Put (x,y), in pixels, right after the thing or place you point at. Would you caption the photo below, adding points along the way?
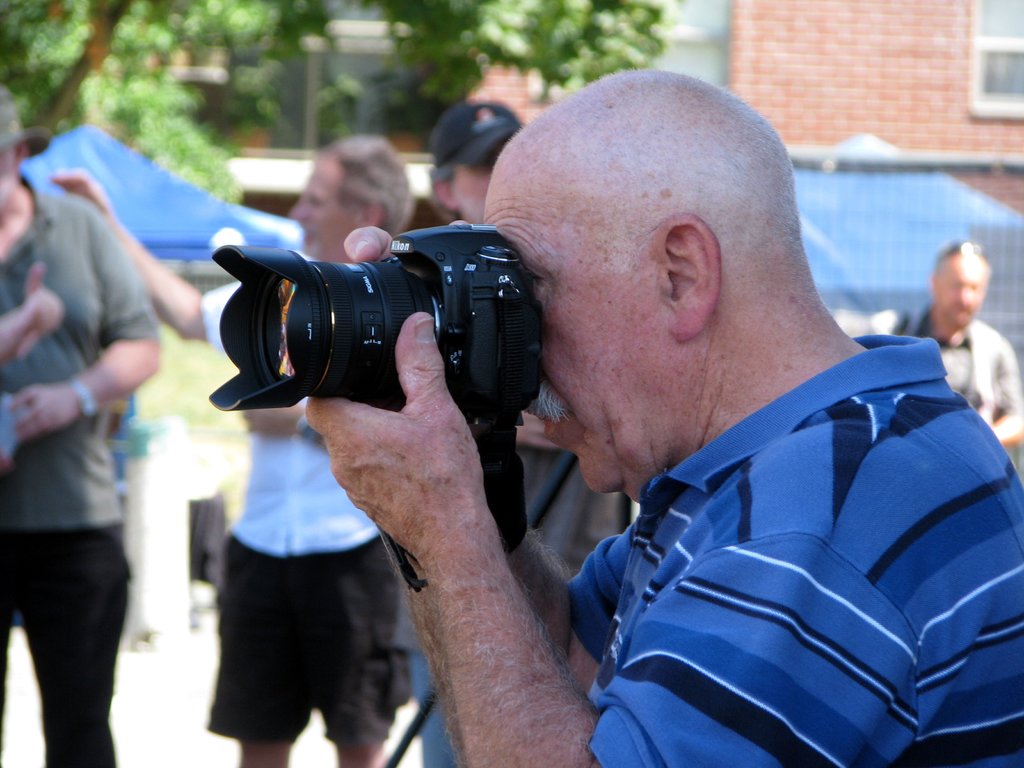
In this image there is a old man (859,373) who is taking the picture with his camera (445,334), at the background (474,169) there are other people (346,184) who are standing, and to the right side (729,70) top corner there is a wall (843,38) and trees (577,27).
